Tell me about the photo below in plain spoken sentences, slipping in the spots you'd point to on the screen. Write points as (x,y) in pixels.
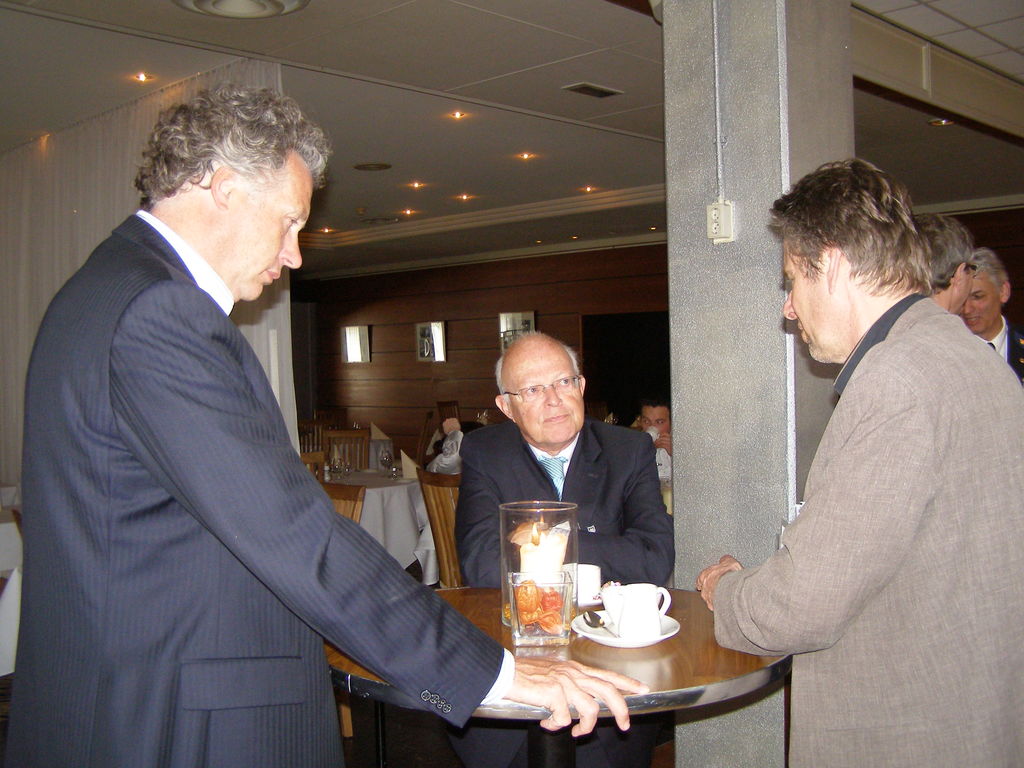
Two men (182,391) are standing at a table (692,615). There a tea cup (647,587) and a candle (537,554) on the table (675,654). There are some people (653,415) at tables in the background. The hall (590,327) is well illuminated with lights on to the roof (513,198).
